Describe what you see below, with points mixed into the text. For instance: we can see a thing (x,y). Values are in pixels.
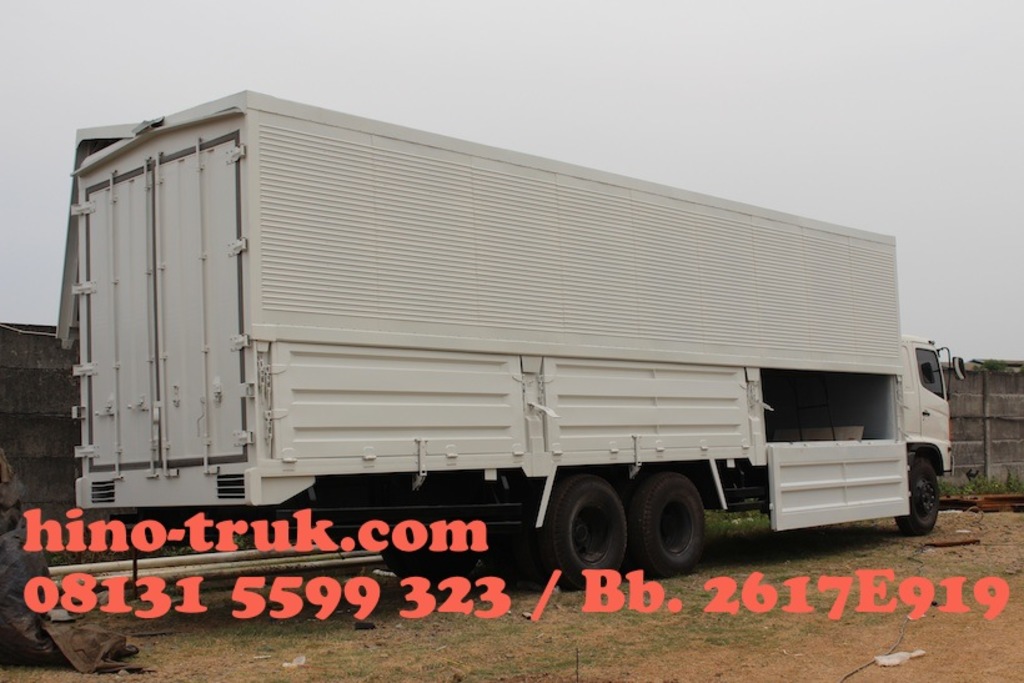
In this image we can see a white color truck (506,422), behind the truck (157,445) wall (59,407) is there and the sky (753,96) is in white color. To the bottom of the image (52,603) watermark (793,608) is present.
